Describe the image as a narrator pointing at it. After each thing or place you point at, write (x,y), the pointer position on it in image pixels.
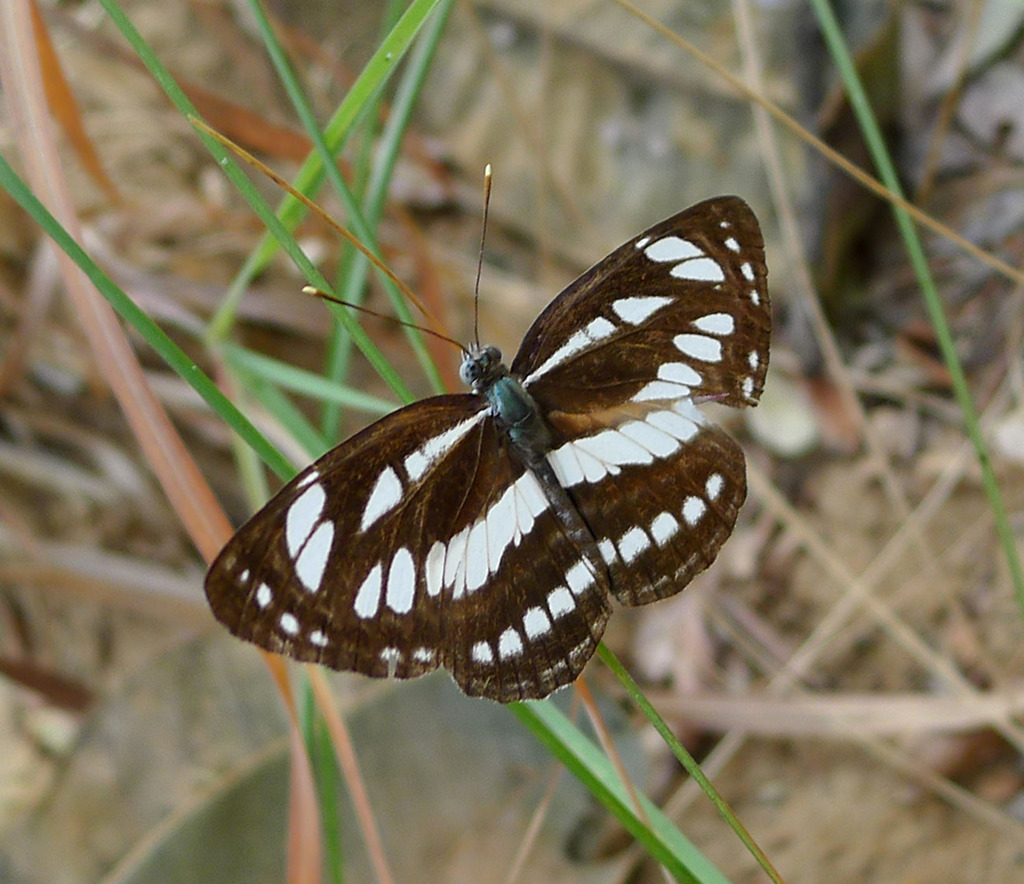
This picture shows a butterfly (674,497) on the grass (7,82). It is White and Brown in color.
